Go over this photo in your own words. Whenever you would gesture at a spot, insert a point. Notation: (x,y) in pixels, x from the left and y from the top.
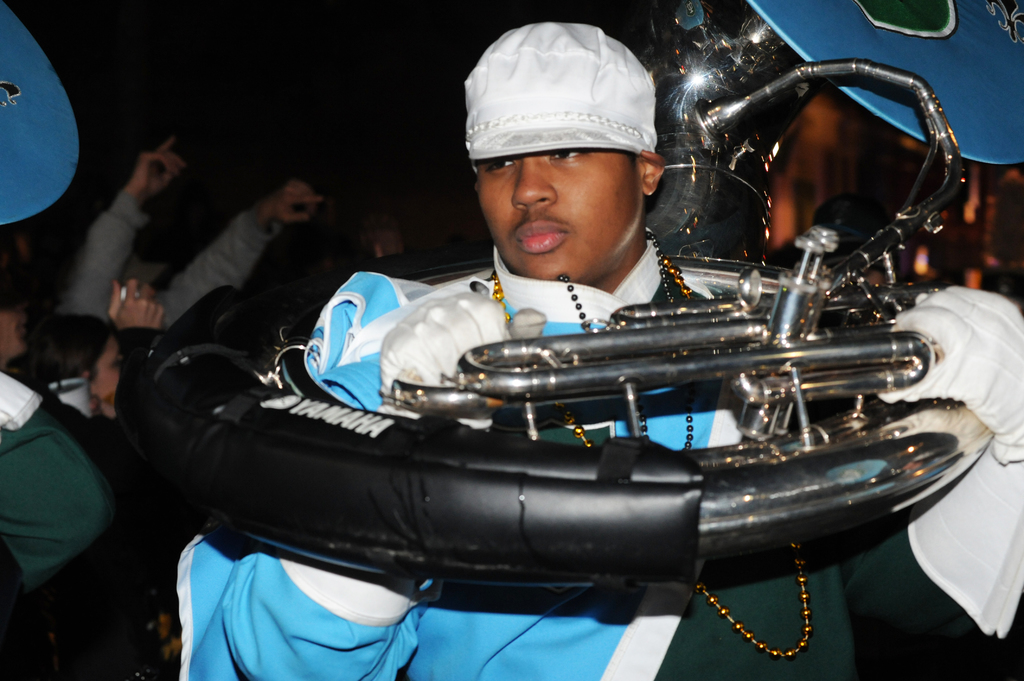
In this image I can see a person (521,153) wearing blue color dress (449,626) and holding some object (520,539) which is in black color. Background (56,353) I can see few other persons (62,364).
